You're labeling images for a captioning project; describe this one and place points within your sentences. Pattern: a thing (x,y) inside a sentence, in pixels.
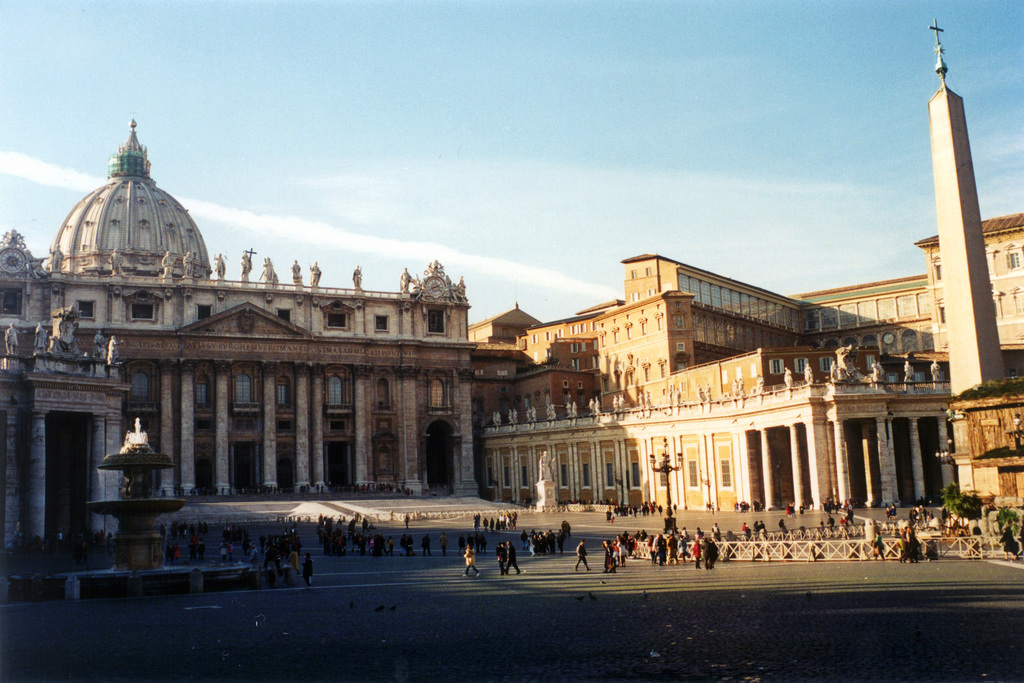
At the bottom (474,543) there are few persons (541,533) walking on the road (529,581) and there is a metal object (817,550) on the road (751,589), light pole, fountain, statues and plants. In the background (652,434) there are buildings (70,253), windows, pillars (463,453), statues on the building (761,401), roof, cross symbol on a tower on the right side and clouds (869,230) in the sky (438,117).
